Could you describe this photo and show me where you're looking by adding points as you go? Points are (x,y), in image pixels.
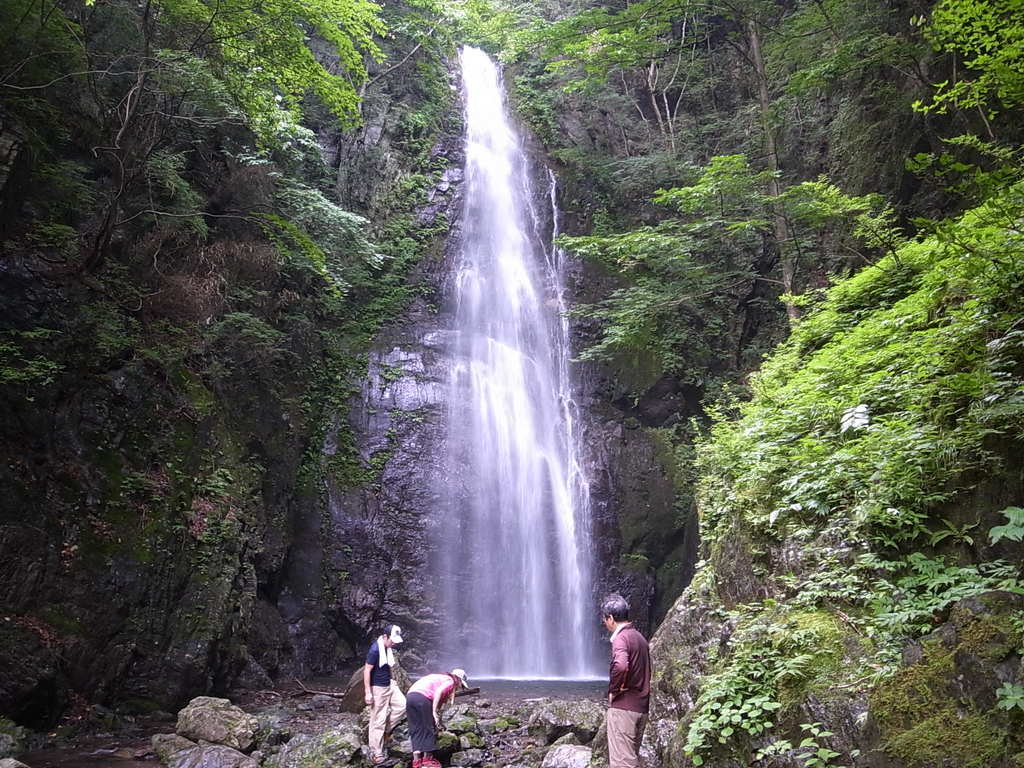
In the foreground of this image (415,722), there are three persons (420,741) standing on the stones (598,755). On either side, there is rocks (984,475) and trees (298,185). In the background (506,189), there is waterfall (511,376).
